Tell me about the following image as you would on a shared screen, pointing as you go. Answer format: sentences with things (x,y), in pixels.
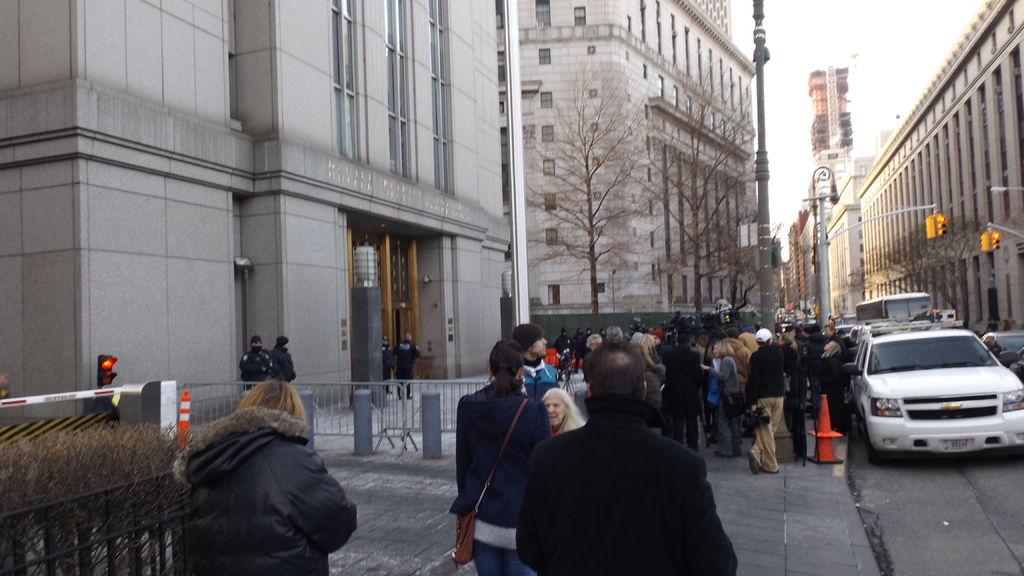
In this image we can see many buildings (634,125) and they are having many windows (989,151). There are many vehicles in the image. There are two traffic signals (941,230) in the image. There are few street lights (825,205) in the image. There are many people (671,390) in the image. There are few road safety cones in the image. There is a fencing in the image. There is a sky (877,9) in the image.
